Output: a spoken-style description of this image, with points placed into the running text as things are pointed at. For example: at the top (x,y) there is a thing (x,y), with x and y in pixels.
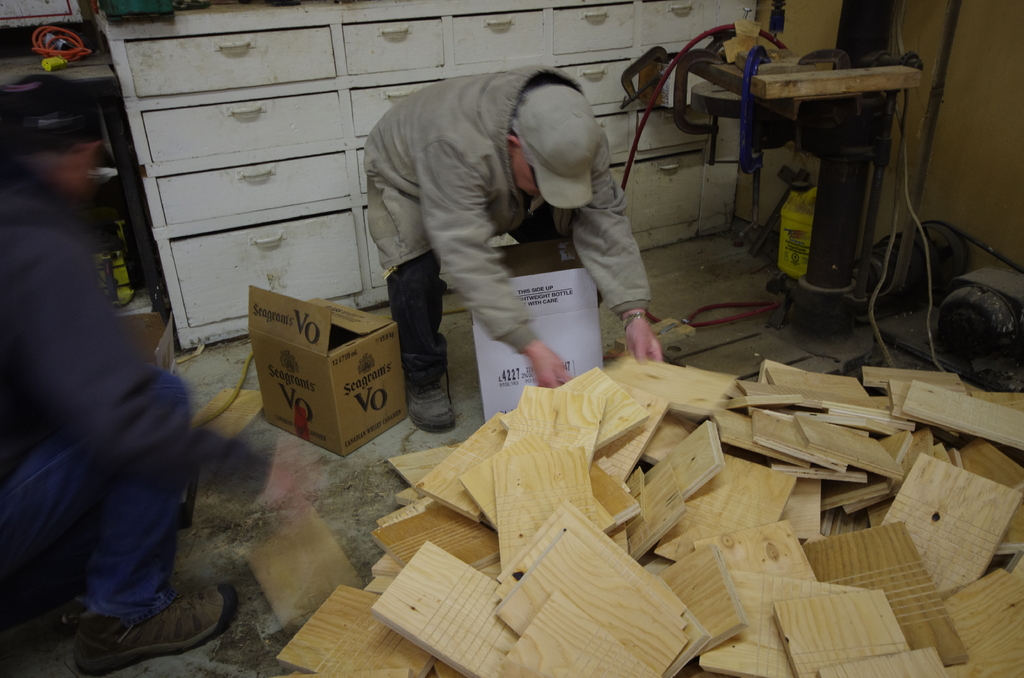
In this picture we can see two persons (431,365). On the floor (472,390), there are cardboard boxes (311,383), wooden sheets (642,538) and a machine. Behind the people (491,253), there are drawers (526,18) and some objects (786,267).
